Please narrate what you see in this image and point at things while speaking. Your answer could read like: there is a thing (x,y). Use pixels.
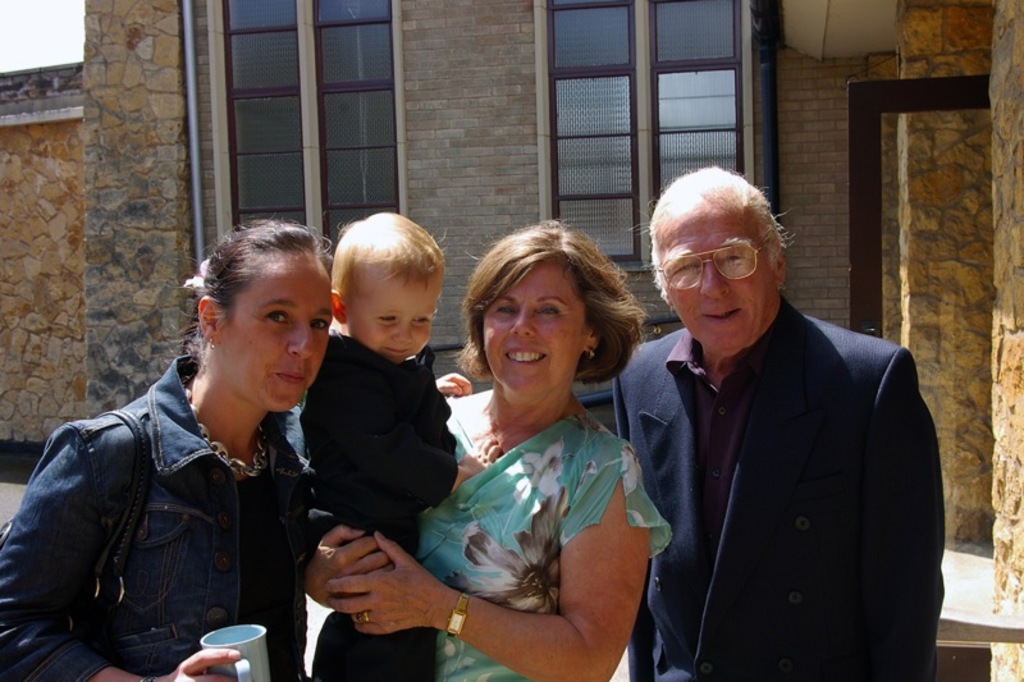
In this image I see 2 women (45,648), a man (695,251) and I see that this woman (519,483) is holding a child (390,240) in her hands (362,606) and I see that these 3 of them are smiling and this woman (257,539) is holding a cup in her hand (220,654). In the background (113,17) I see the wall (106,31), windows (323,217) and the sky (79,42).
